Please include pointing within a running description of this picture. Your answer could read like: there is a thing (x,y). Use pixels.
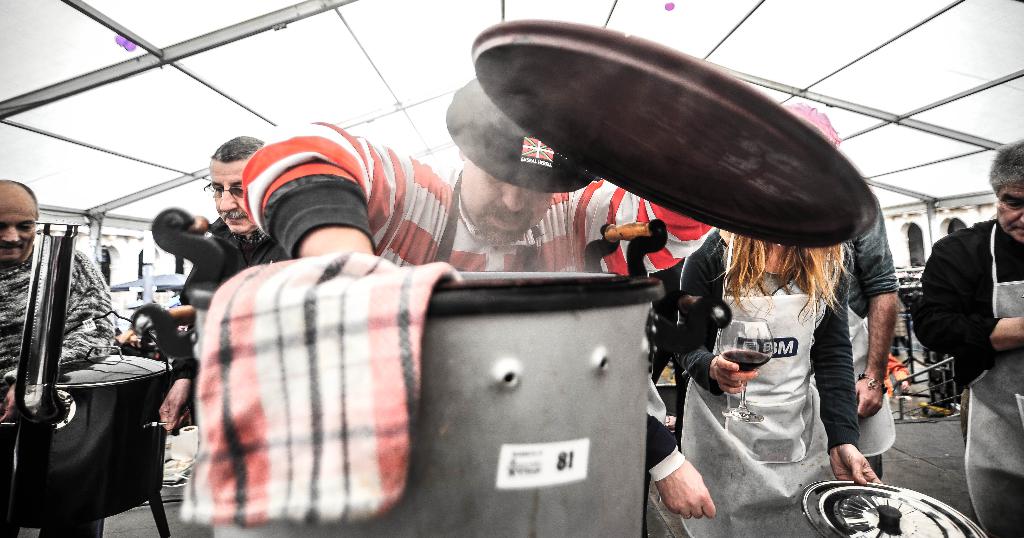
In this image there are people (935,347). The person (784,459) standing on the right (796,346) is holding a wine glass (746,416) and a lid (892,510). At the bottom (355,454) there are vessels (496,480) and we can see a napkin (340,413). At the top (352,32) there is a roof (429,17).
